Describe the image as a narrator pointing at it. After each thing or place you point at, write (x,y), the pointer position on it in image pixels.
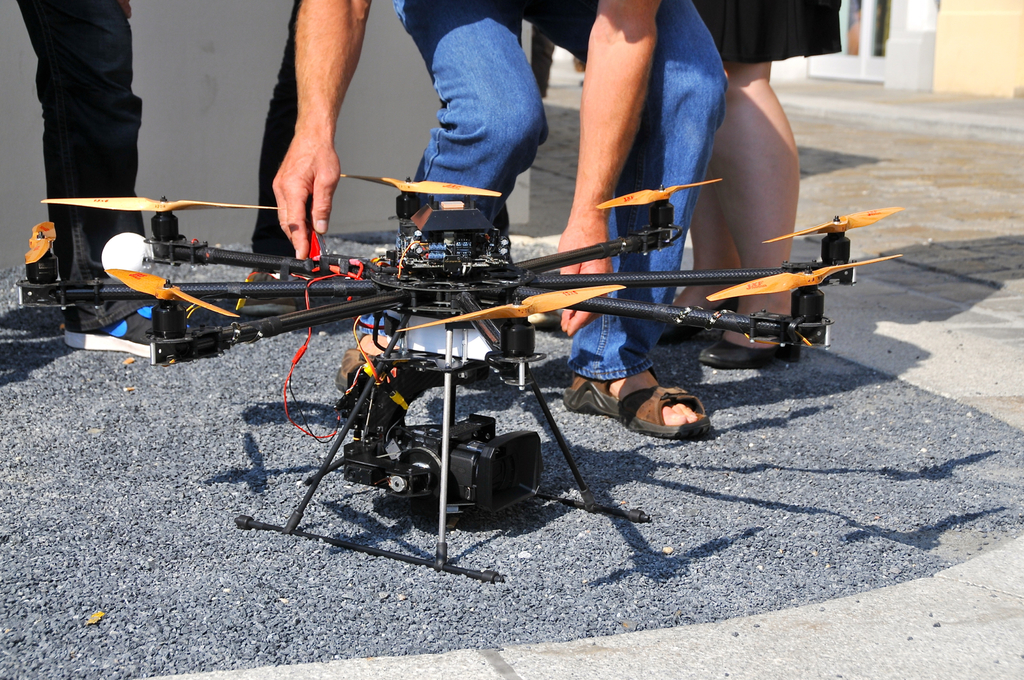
In this image, we can see persons legs (750,119). There is a drone (387,480) in the middle of the image (564,441).
